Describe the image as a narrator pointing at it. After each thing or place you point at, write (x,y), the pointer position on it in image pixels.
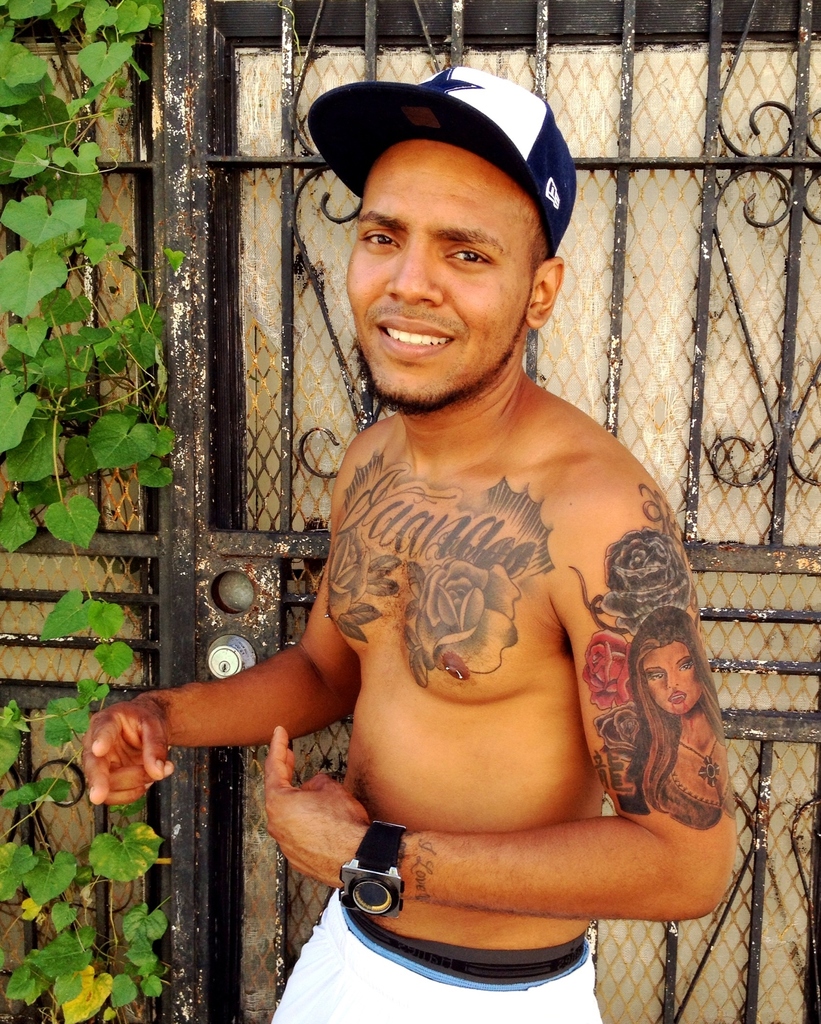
In front of the picture, we see a man (513,532) is standing. He is wearing a watch (378,900) and a cap (463,128). He is smiling and he is posing for the photo. On the left side (8,740), we see the creeper plants (16,215). In the background (599,372), we see the grill gate (620,325) in black and yellow color.
